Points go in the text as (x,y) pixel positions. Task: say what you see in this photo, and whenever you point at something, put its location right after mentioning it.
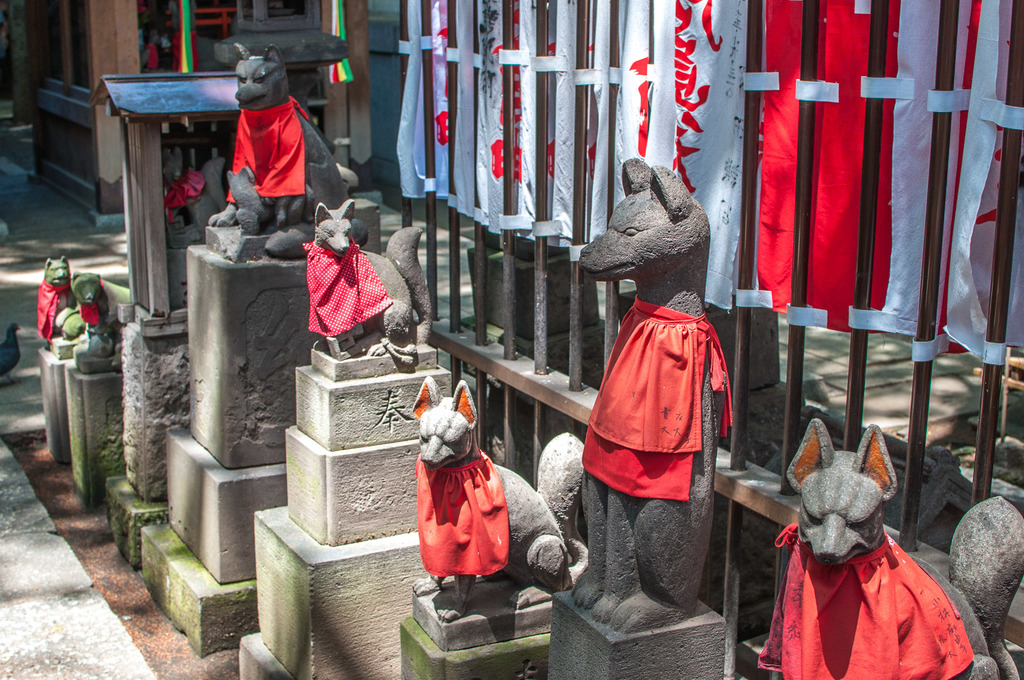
In this image we can see some statues (451,433) of the foxes (553,479) which are dressed with a cloth (662,385). On the backside (539,307) we can see a fence (802,350).
